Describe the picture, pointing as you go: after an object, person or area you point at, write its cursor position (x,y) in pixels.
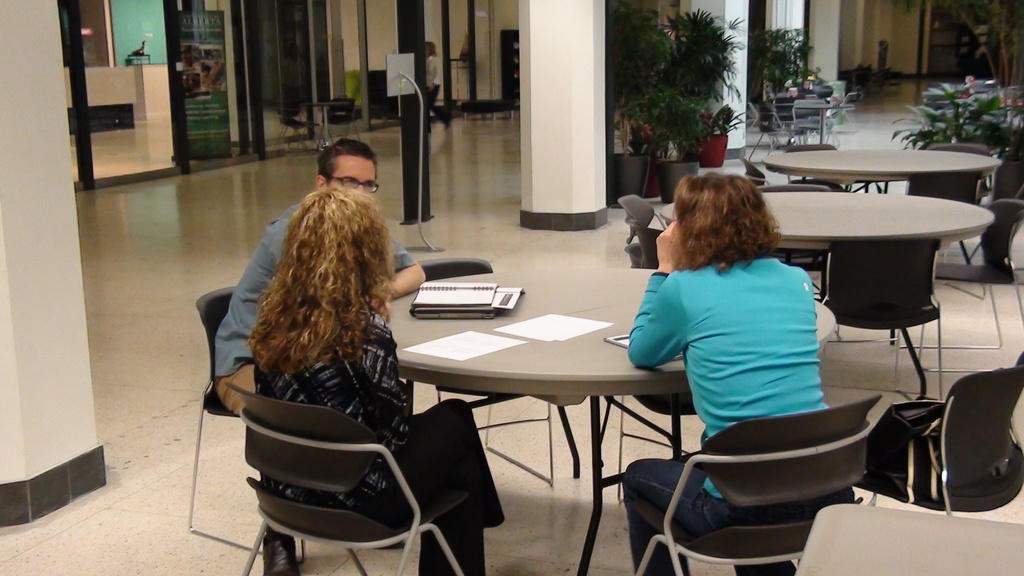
There are three persons (386,366) sitting on the chairs (727,481). This is a table (538,362) with some book (479,290) and papers (564,331) placed on it. I can find some empty chairs (898,292) and tables (824,220) at the background (896,277). This is a pillar (569,78) and these are the plants (692,103). I can see a woman (436,85) walking. These are the glass doors (178,90) and here is the banner (202,66) which is placed behind the glass door (135,128).
